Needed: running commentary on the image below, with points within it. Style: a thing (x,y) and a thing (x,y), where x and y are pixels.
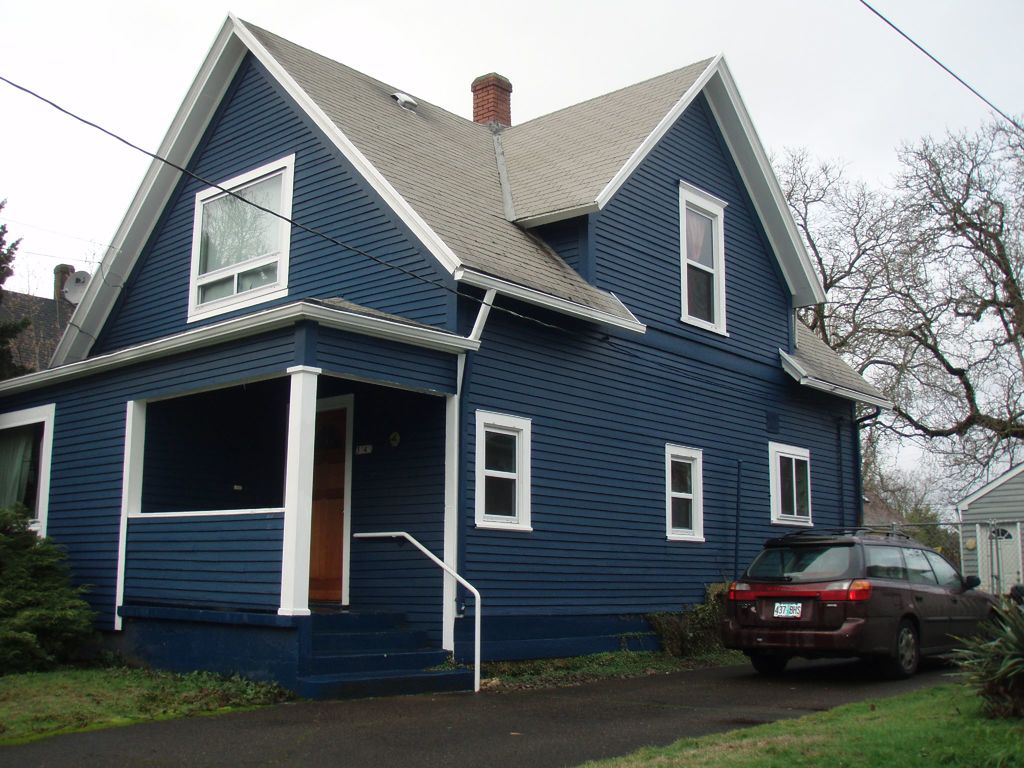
This is the house (648,324) with glass windows (707,304) and a door (335,443). This house (410,385) is blue in color. These are the stairs (400,625) with the staircase holder (481,627). I can see the car (908,601), which is parked. These are the trees (1007,257). These look like bushes (1001,648). Here is the grass (107,715). This is the road (428,735). In the background (991,510), I can see another house (1013,543).
